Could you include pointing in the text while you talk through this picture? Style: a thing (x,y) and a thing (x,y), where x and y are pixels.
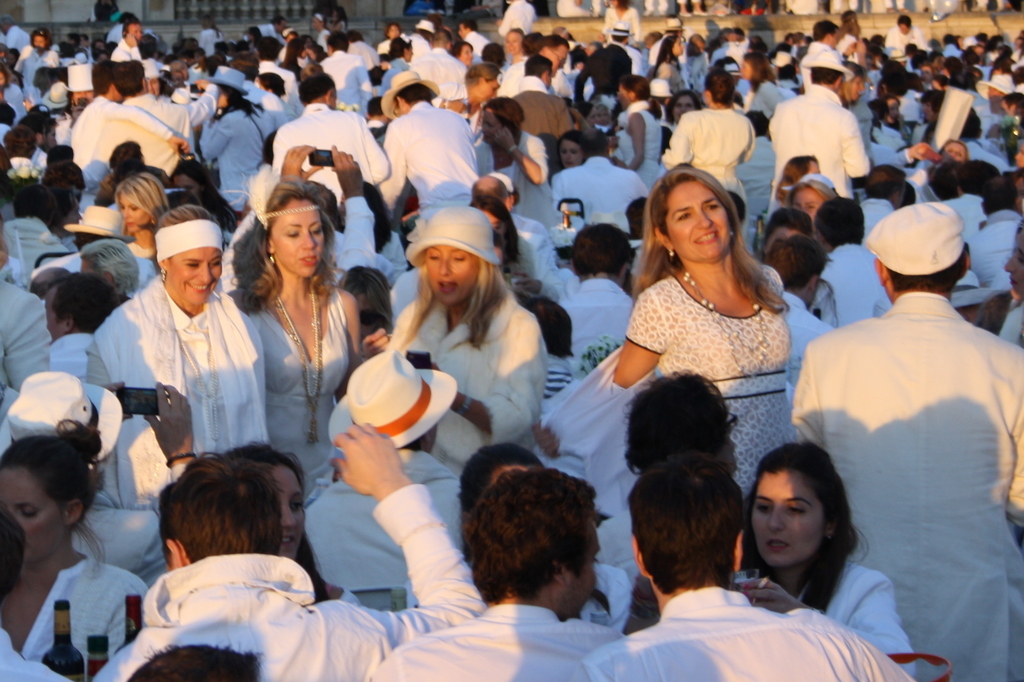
In this picture we can see a group of people (615,251) are standing and some of them are wearing hats (410,372). At the bottom left corner (105,525) we can see a person (148,419) is holding a mobile (138,414) and bottles (74,660) are present. At the top of the image (416,23) wall (586,27) and grills (301,4) are present.
